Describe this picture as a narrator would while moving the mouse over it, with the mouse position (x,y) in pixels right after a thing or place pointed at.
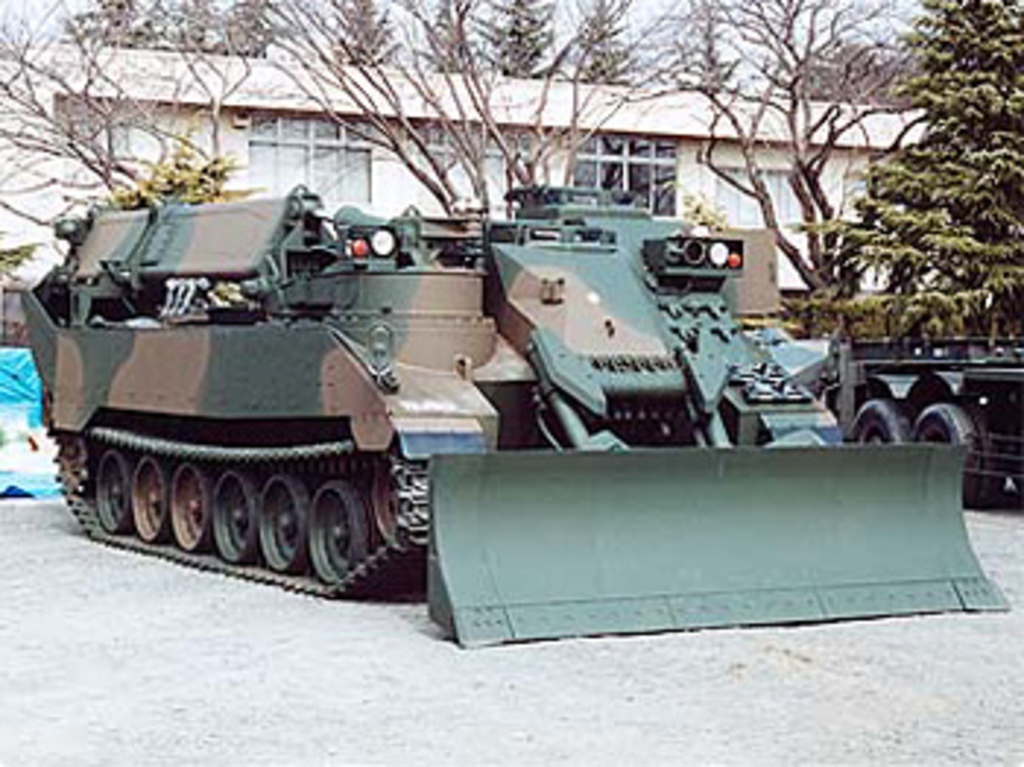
In this picture I can see there is a military tank (526,464) and there is a truck (985,387) onto right side (1004,395). There are trees (989,205) in the backdrop (1009,208) and there is building (537,169) with windows (500,183) and the sky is clear and there is soil (254,617) on the floor (323,669).
